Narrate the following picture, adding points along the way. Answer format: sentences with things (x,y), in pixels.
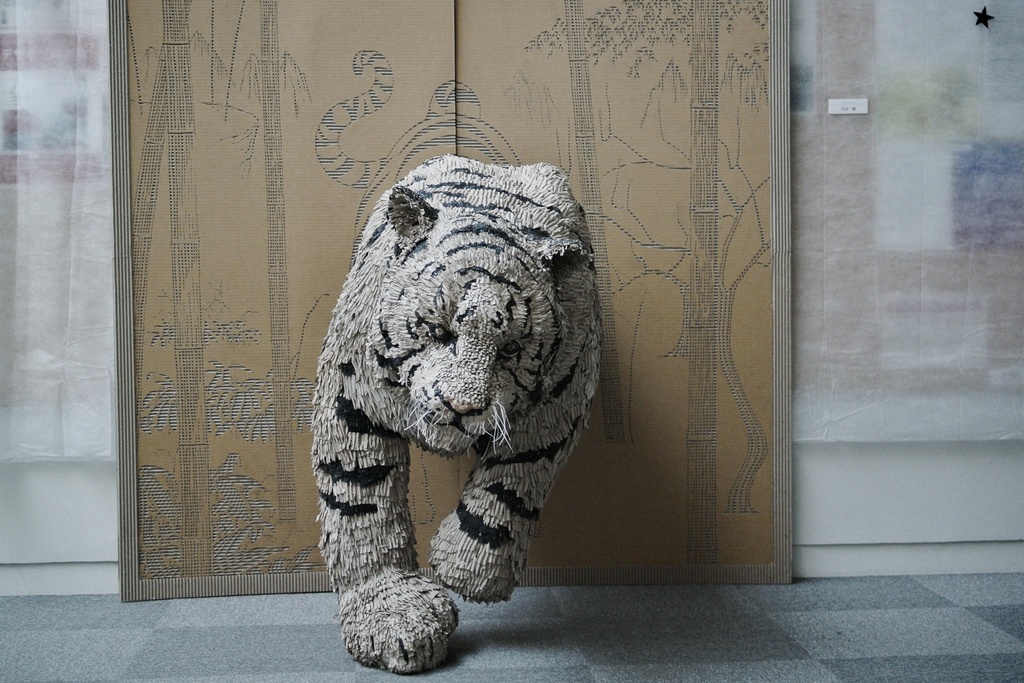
The picture consists of a replica (377,408) of tiger (521,396) made of cardboard (396,412). On the right (1009,240) there is curtain (872,379) and wall (870,505). On the left (16,192) there is curtain (58,434) and wall (73,528).
